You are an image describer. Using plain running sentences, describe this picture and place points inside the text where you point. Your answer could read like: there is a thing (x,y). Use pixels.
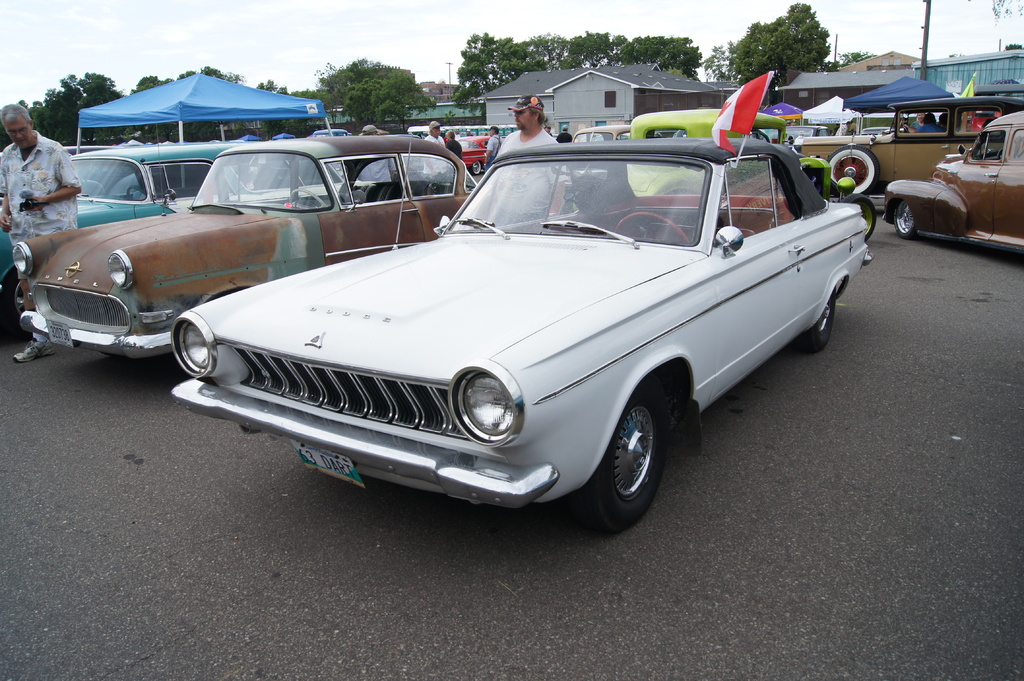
This picture is clicked outside. In the center (576,270) we can see the group of vehicles (561,175) parked on the ground (159,410) and we can see the group of persons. In the background (627,57) there is a sky (363,56), trees (402,87), houses (978,58) and some tents (157,119).
